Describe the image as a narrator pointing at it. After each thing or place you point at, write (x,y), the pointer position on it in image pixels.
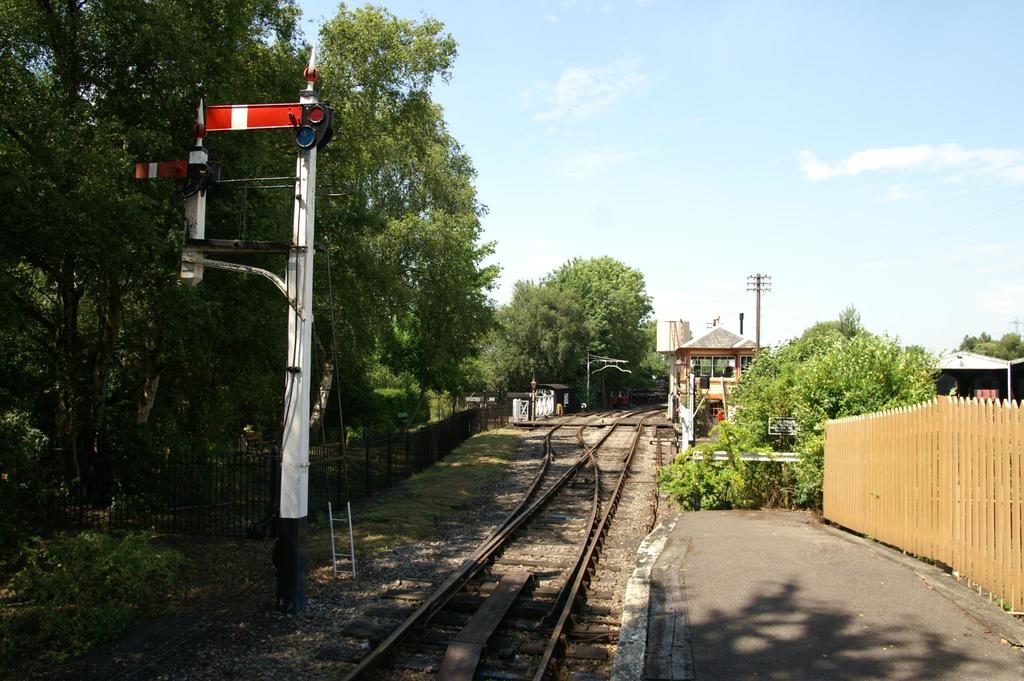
In this image there is a rail track (561,498) on the land (313,628). Left side (301,508) there is a pole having few metal rods (197,230) attached to it. Behind there is a fence (356,452). Right side (808,581) there is a platform (796,573). Beside there is a fence (894,518). There are few trees (816,444). Behind there are few houses (706,362). Top of image (667,176) there is sky (857,151) having few clouds (947,146).
